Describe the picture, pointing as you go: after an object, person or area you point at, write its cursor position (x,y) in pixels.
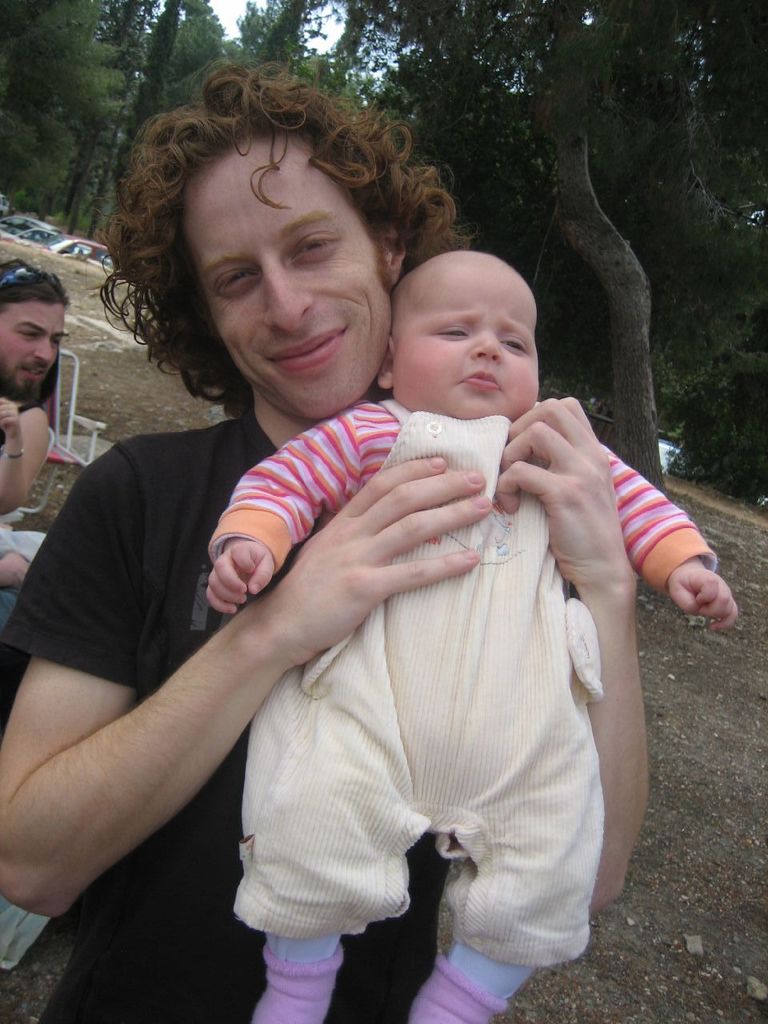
In the foreground of the image (312,664) we can see a person (99,976) wearing black color T-shirt (245,737) holding a kid (335,754) in his hands (339,569) and in the background of the image (23,344) we can see some other persons (12,473), there are some trees (44,178) and vehicles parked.
